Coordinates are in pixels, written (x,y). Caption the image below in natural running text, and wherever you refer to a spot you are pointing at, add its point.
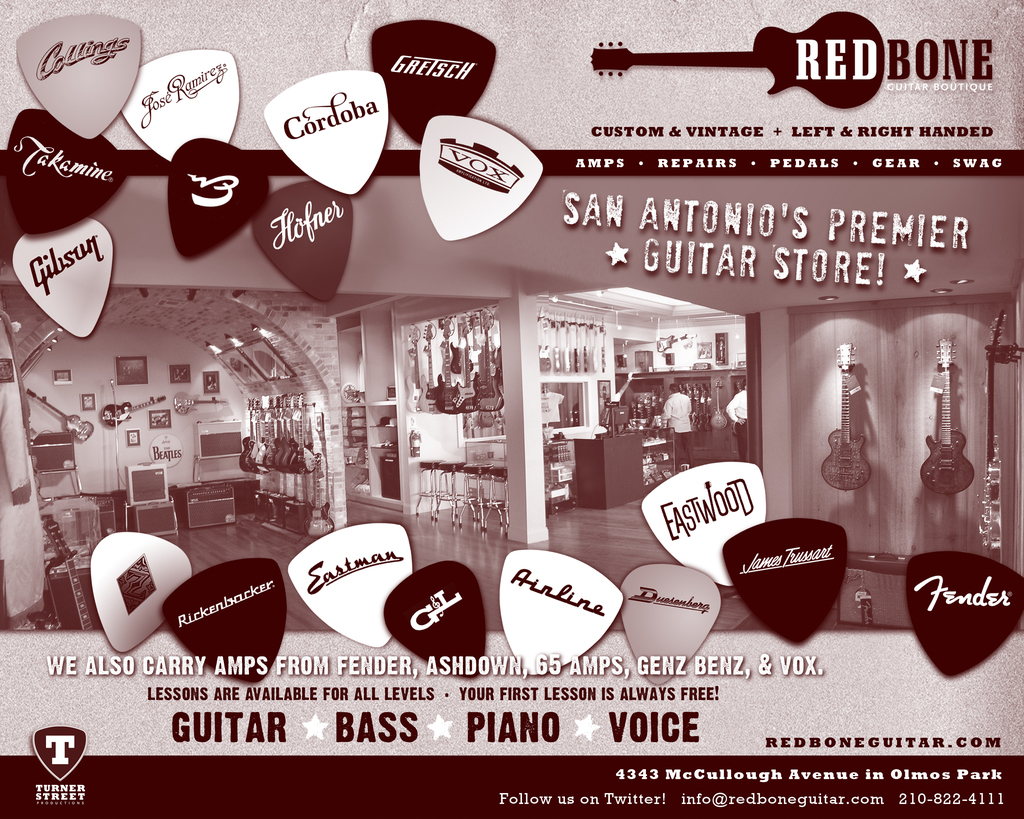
in the picture, there is a poster (376,401) on the poster (467,409) we can see a musical instrument shop (672,416), in which there are many guitar (458,399) and musical instruments (989,512).
